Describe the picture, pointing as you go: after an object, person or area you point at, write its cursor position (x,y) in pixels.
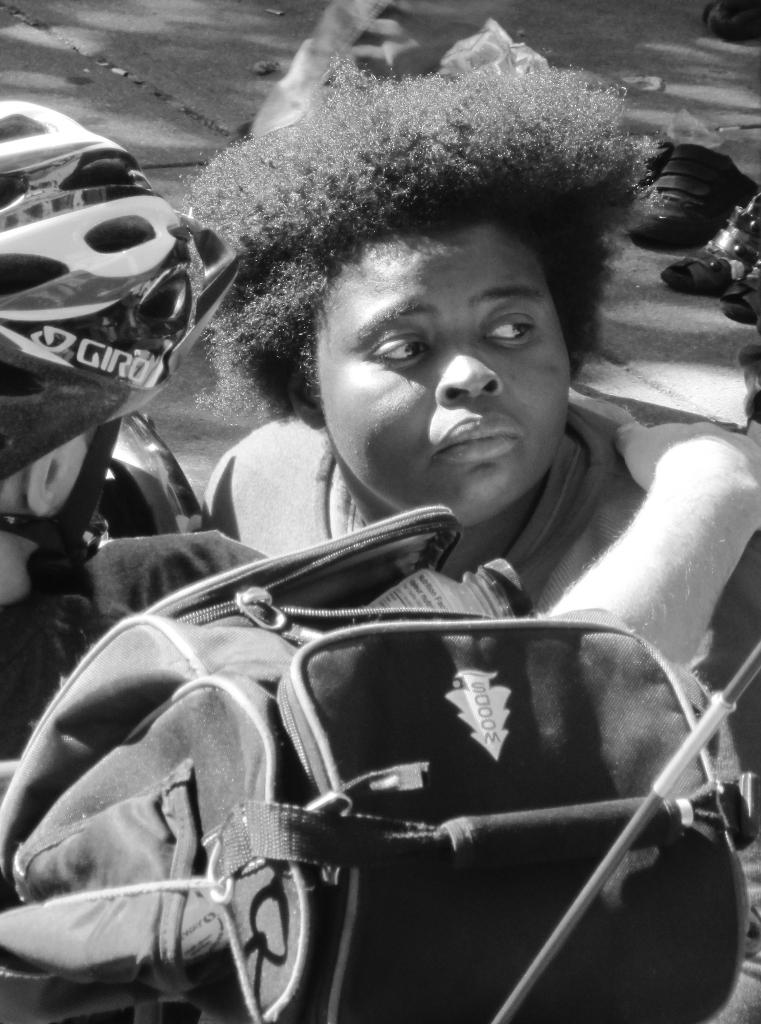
In this black and white image, we can see persons (294,485) wearing clothes (94,571). There is a bag (341,798) at the bottom of the image (389,959). There is a footwear (748,314) on the right side of the image (663,231).
